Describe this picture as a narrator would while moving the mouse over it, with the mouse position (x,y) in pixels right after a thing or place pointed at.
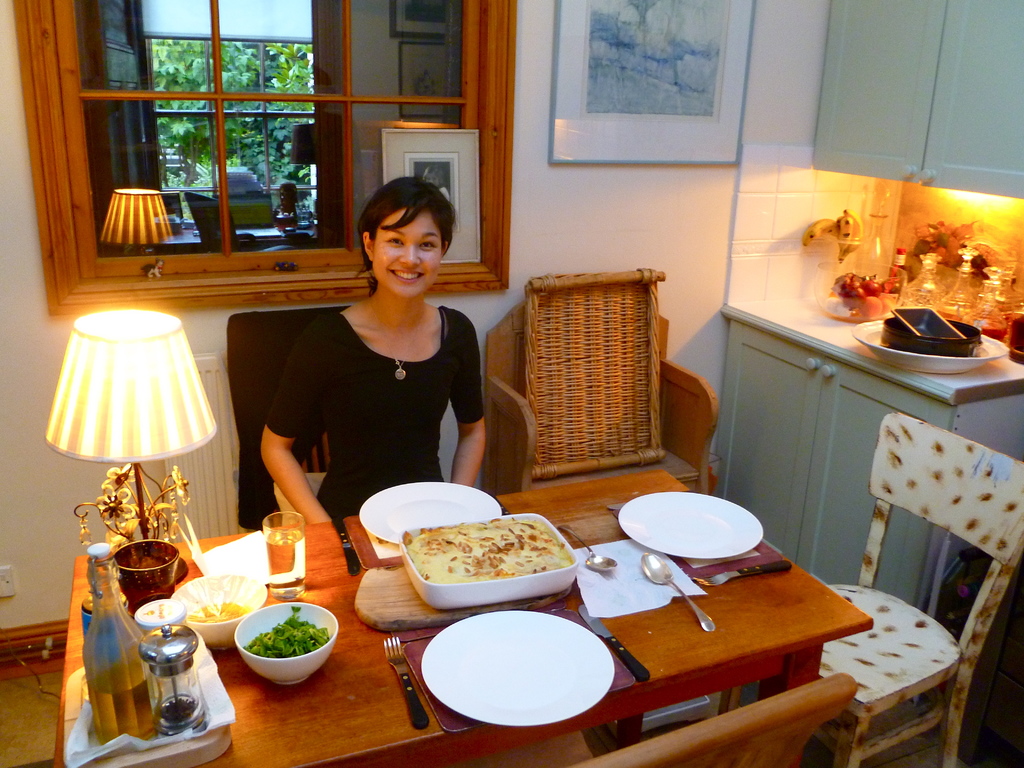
In this picture there is a woman (344,434) sitting and smiling she has a table (294,535) in front of her with bowl (552,539) of food (509,534) plate (480,504), spoons (652,575) and water glass (277,516) there is a lamp (113,429) and in the background (590,149) is a window (412,101), a photo frame (590,133) on the wall (607,174) and a extra chair (885,500).
